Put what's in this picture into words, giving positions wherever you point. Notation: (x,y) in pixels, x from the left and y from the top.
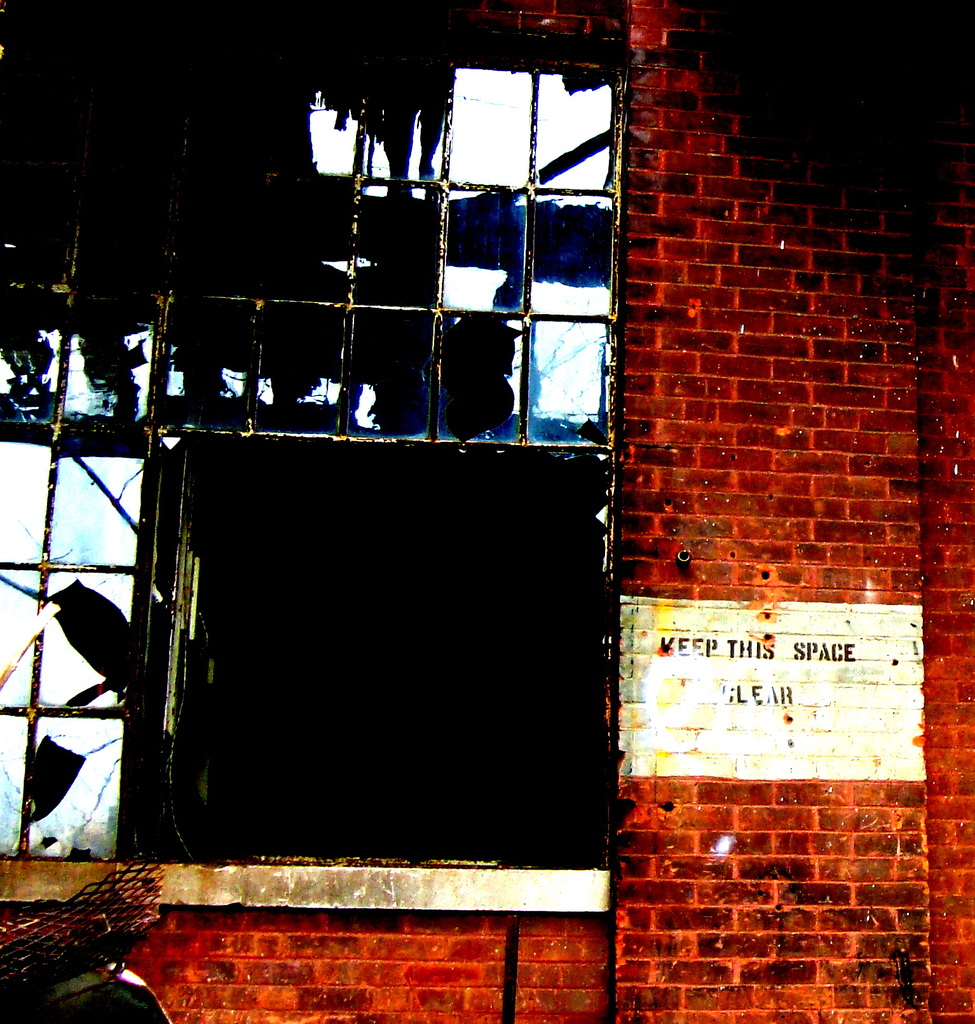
In this image we can see a wall (799,617) with some text (734,649) on it and a window (490,573). On the left side (141,887) we can see the mesh (161,891).
